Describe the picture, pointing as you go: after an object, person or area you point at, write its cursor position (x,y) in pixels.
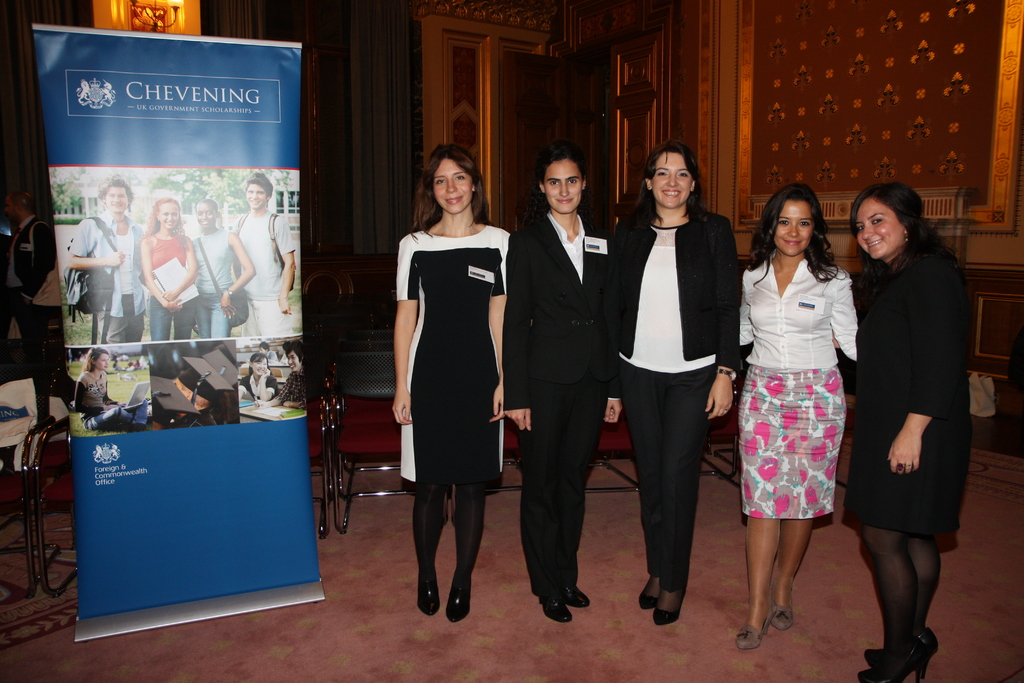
In the foreground of this image (218,488), on the left (215,408), there is a banner (221,500). Chairs (346,362) in the background (346,371). On the right (875,319), there are five women (815,321) standing and there is a wall (862,115) in the background (821,111).
